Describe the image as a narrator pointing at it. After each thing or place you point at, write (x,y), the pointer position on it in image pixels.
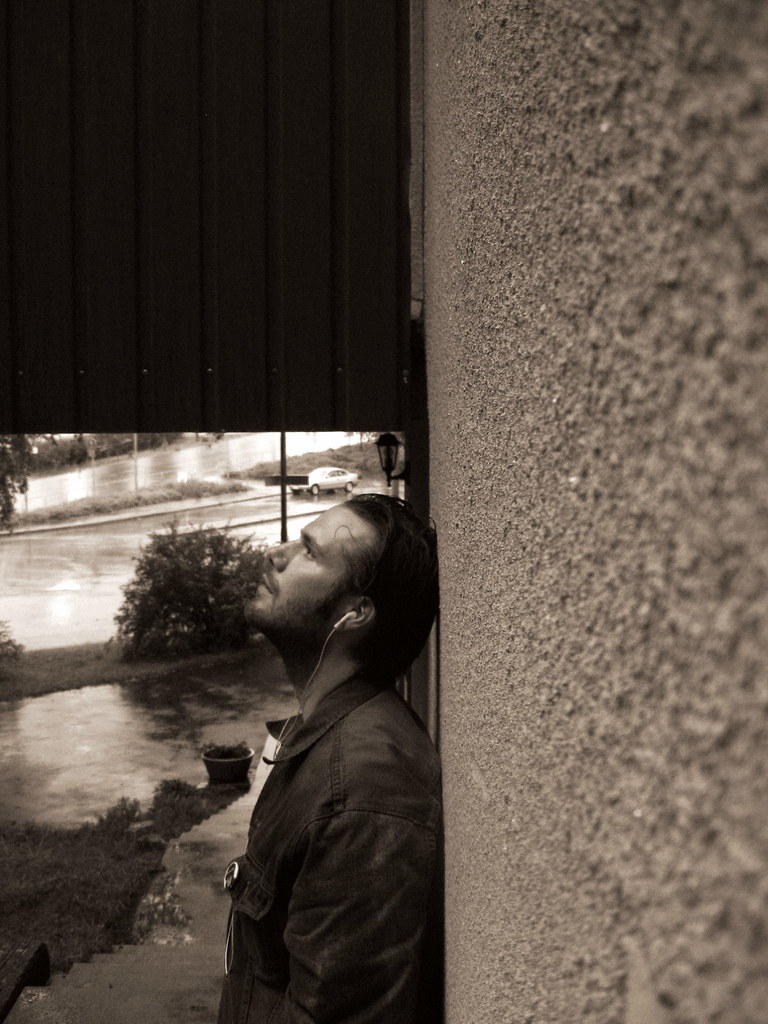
In this image there is a person (270,1010) standing near the wall (510,725). A lamp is attached to the wall (449,499). Few plants (148,634) are on the grassland (67,659). Behind the person (283,614) there is a pole (284,504). A car (328,487) is on the road (113,552). Left side (43,444) there are few trees (9,455) on the grassland (100,511). Left bottom there is a staircase (116,993).
